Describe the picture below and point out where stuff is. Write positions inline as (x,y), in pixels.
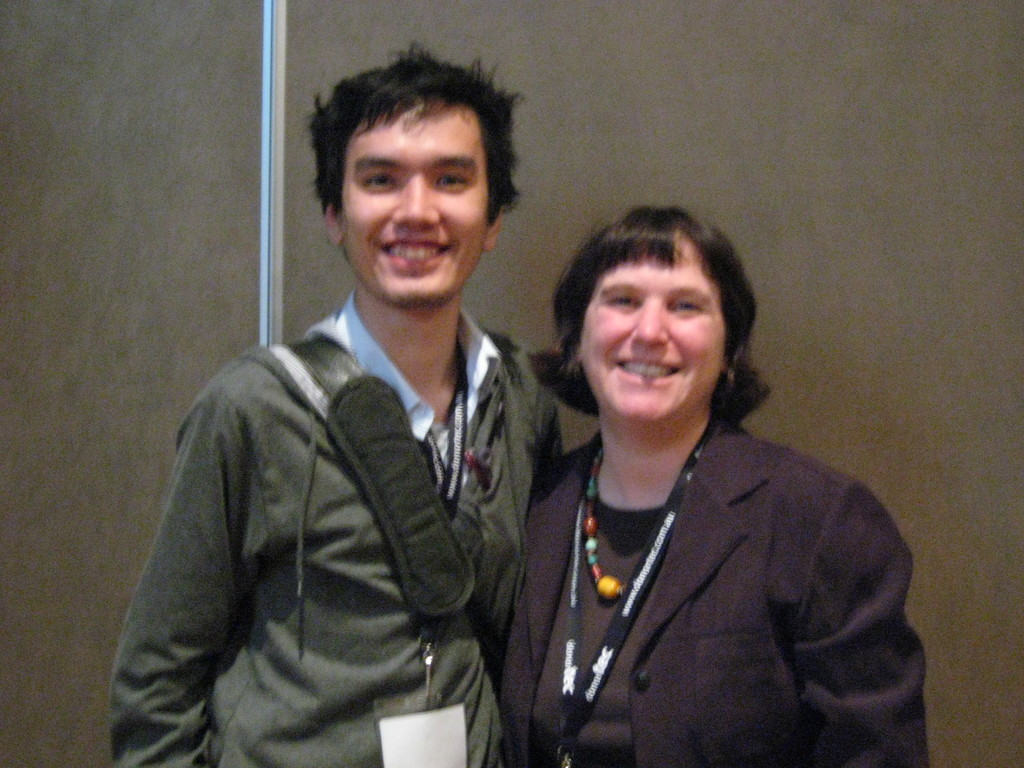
In the foreground of the picture (423,362) there is a man (350,537) and a woman (600,549) standing, behind them it is wall (695,82).
